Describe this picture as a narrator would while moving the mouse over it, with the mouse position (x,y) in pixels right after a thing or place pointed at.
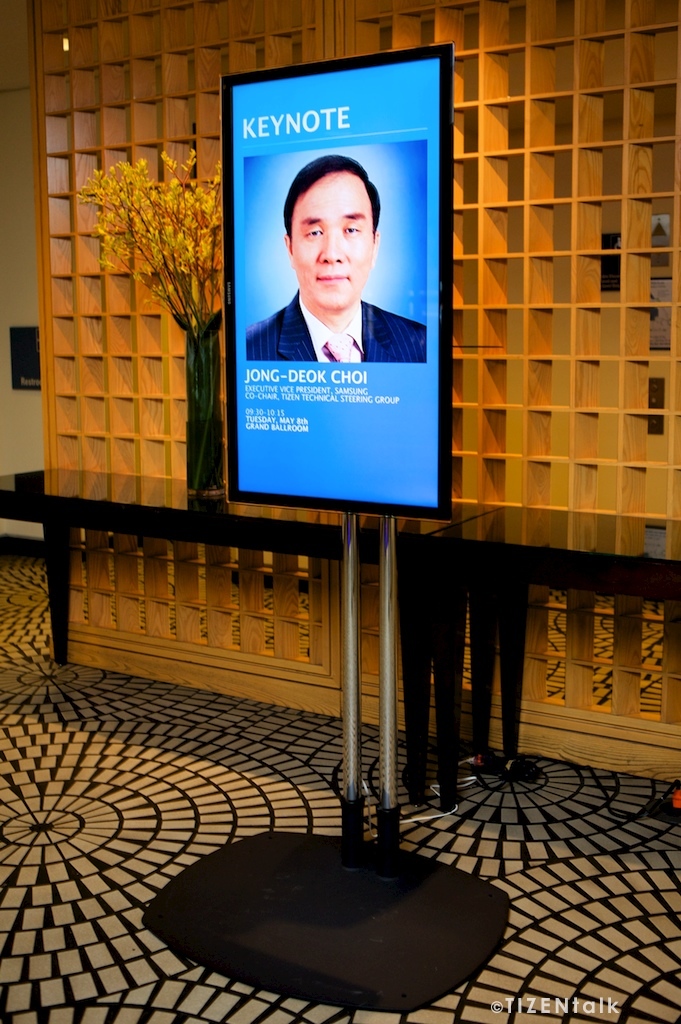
In this image we can see a screen (316,400) on a stand (343,900). On the screen (307,398) we can see a photo (279,247) of a person (344,283) and text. In the back (522,327) there is a wall (548,314). Also there are tables (600,561). On the table (137,489) there is a flower vase (201,400). In the flower vase (220,348) there are stems (145,255) with flowers (142,222).
